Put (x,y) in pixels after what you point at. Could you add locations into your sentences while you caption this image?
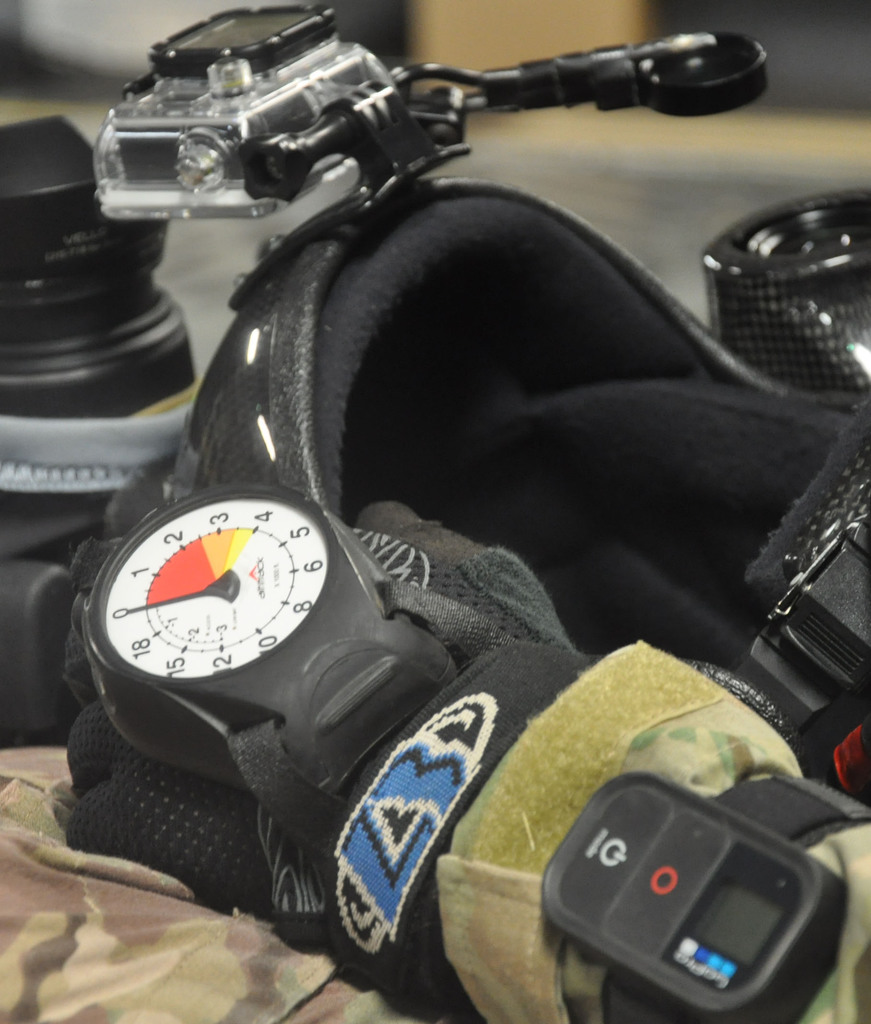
In this image we can see there is a helmet (667,615) and some objects (108,390).
